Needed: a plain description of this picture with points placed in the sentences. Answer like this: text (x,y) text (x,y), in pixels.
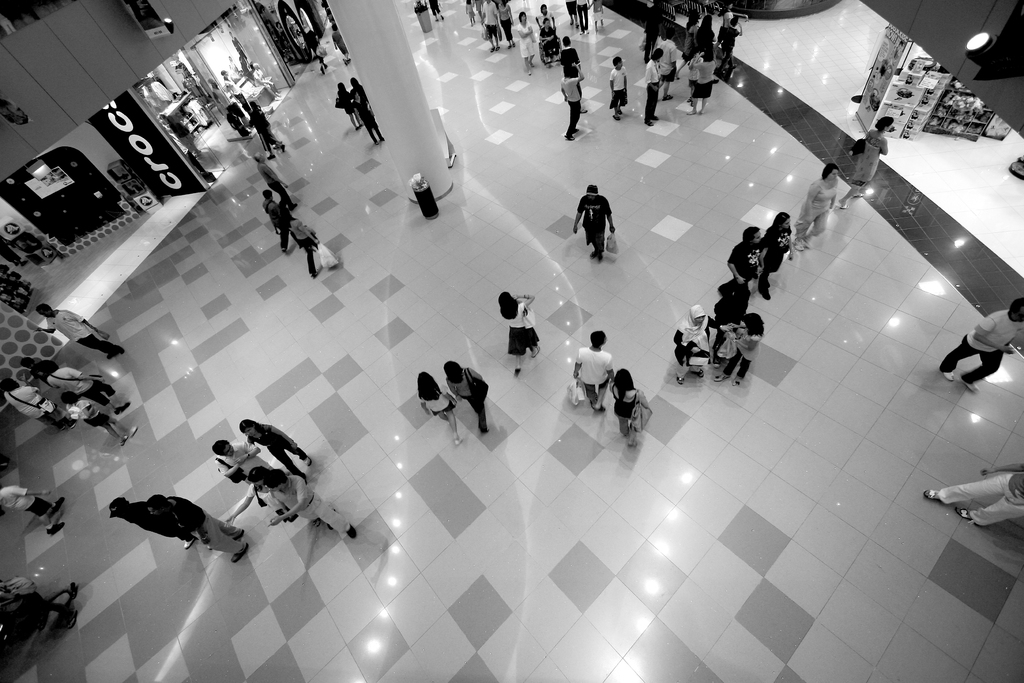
In this picture I can see a group of people (686,348), on the left side (41,192) there are stores (207,157) and a board (167,137), at the top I can see the pillar (445,169), in the top right hand side (976,33) there is a light (982,48).
